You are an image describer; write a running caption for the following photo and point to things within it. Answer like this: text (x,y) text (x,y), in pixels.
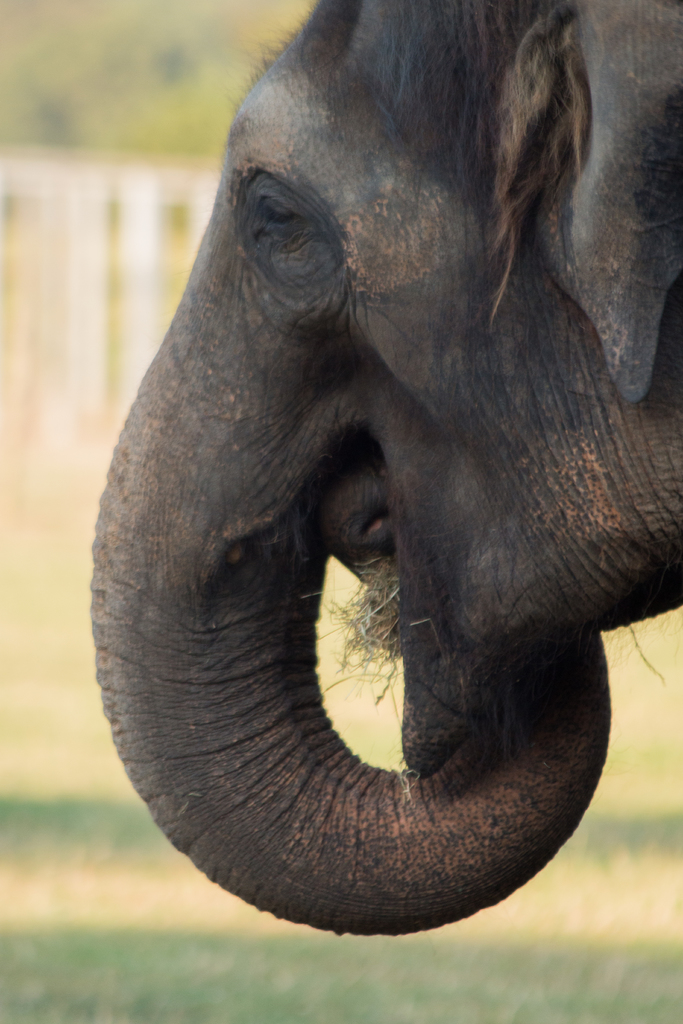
In the image there is an elephant (248,232), only the head part (492,506) of the elephant (321,467) is visible in the image, the background of the elephant (274,348) is blur.
